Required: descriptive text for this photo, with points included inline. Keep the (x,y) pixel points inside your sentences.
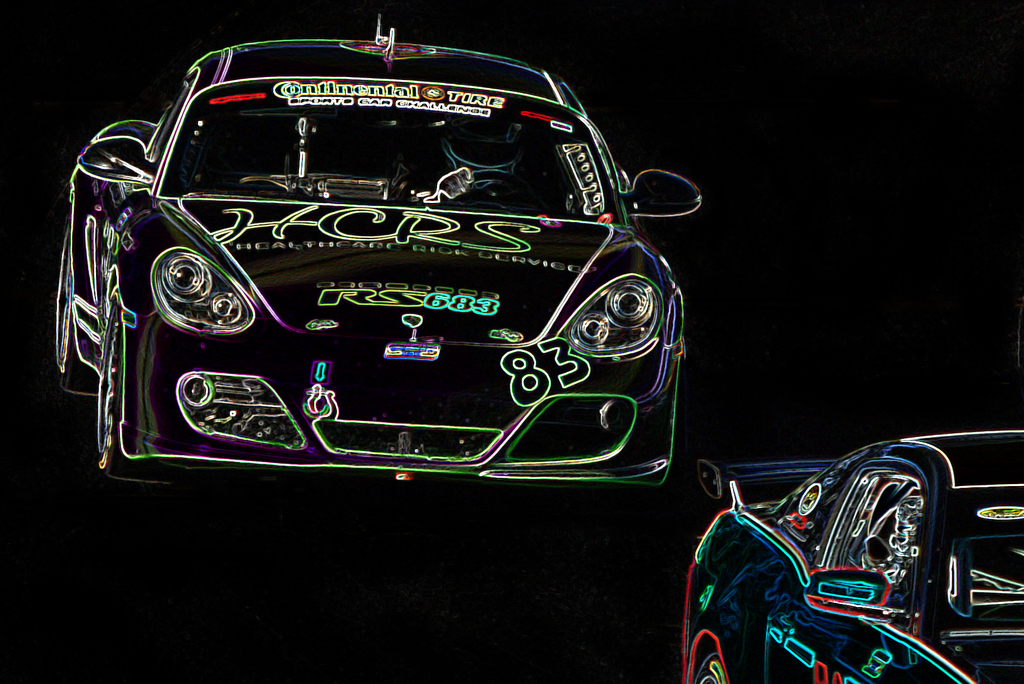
In this image there is an animation of two cars (379,430).
